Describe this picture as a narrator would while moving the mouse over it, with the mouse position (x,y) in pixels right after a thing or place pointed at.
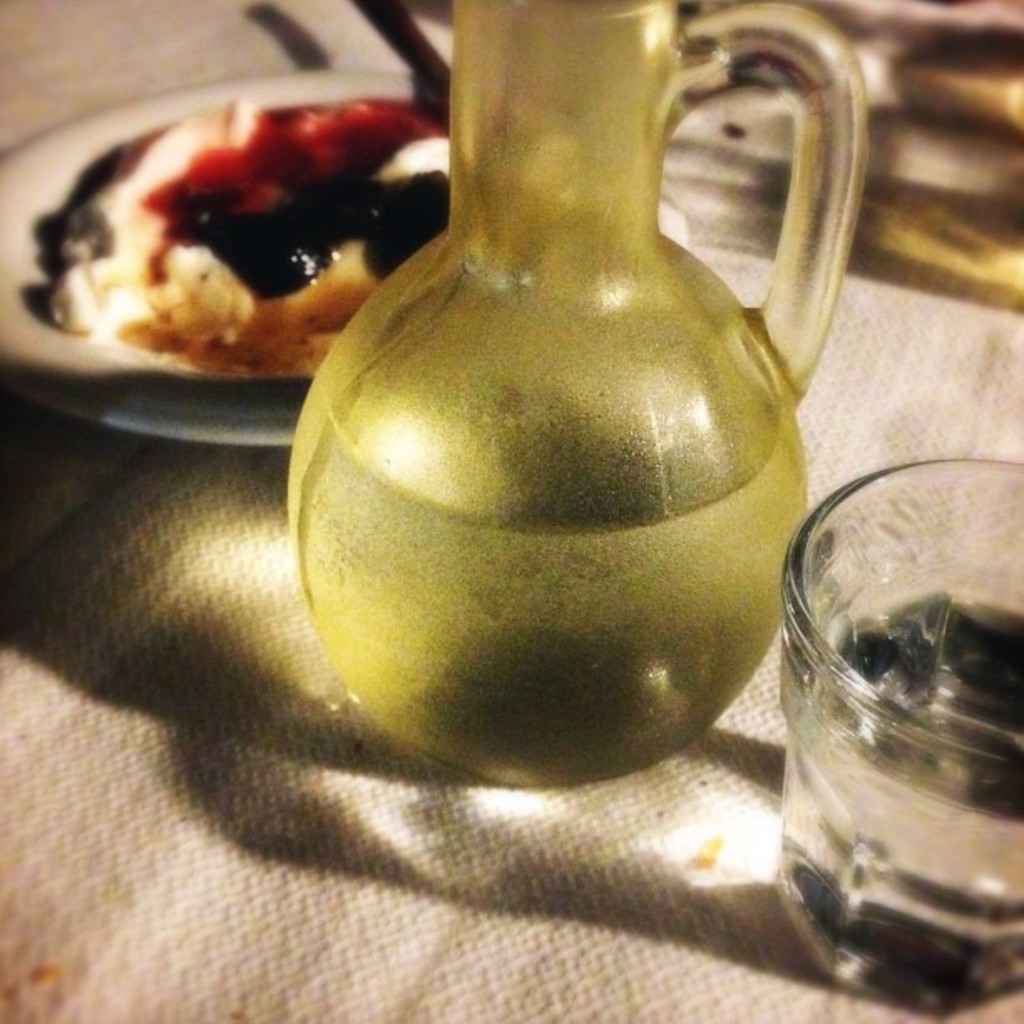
In the image we can see there is a jug (699,614) of water (641,601) and glass (825,820) of water (1001,883) kept on the table (318,770). Behind there is a food item (234,237) kept in the plate (54,179).
